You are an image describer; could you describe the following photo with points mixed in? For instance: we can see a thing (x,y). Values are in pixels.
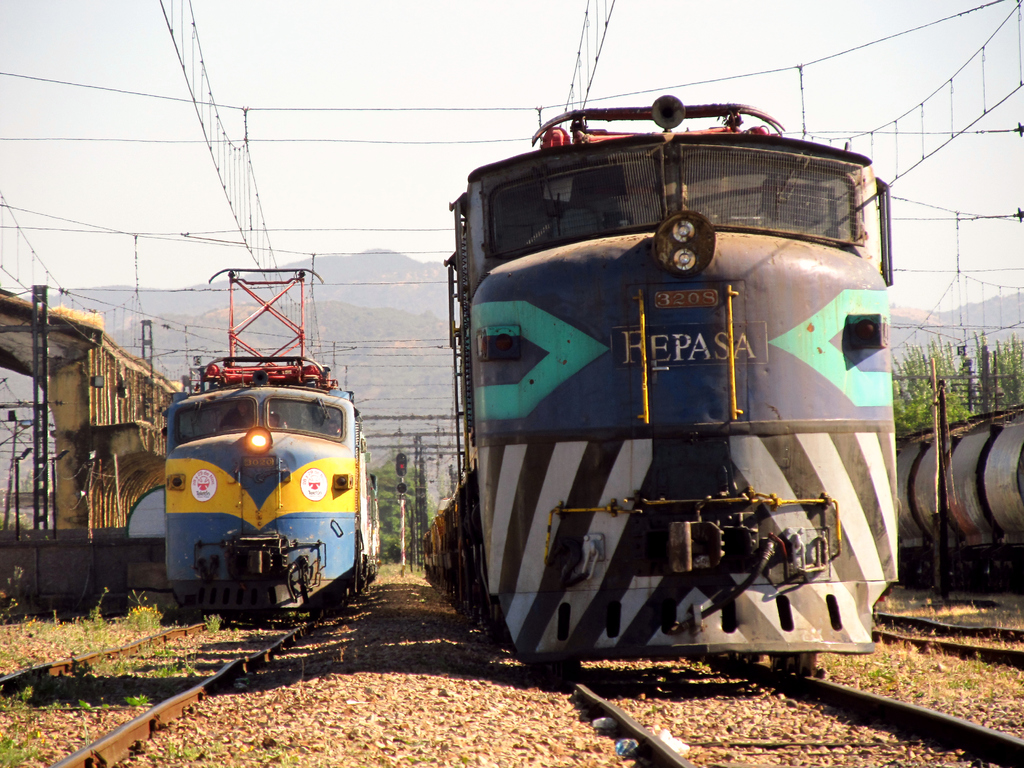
In the image there are few trains (780,605) on the railway track (167,710) and behind there are trees (401,511) followed by mountains (360,316) in the background (344,319) and above its sky (440,24).
